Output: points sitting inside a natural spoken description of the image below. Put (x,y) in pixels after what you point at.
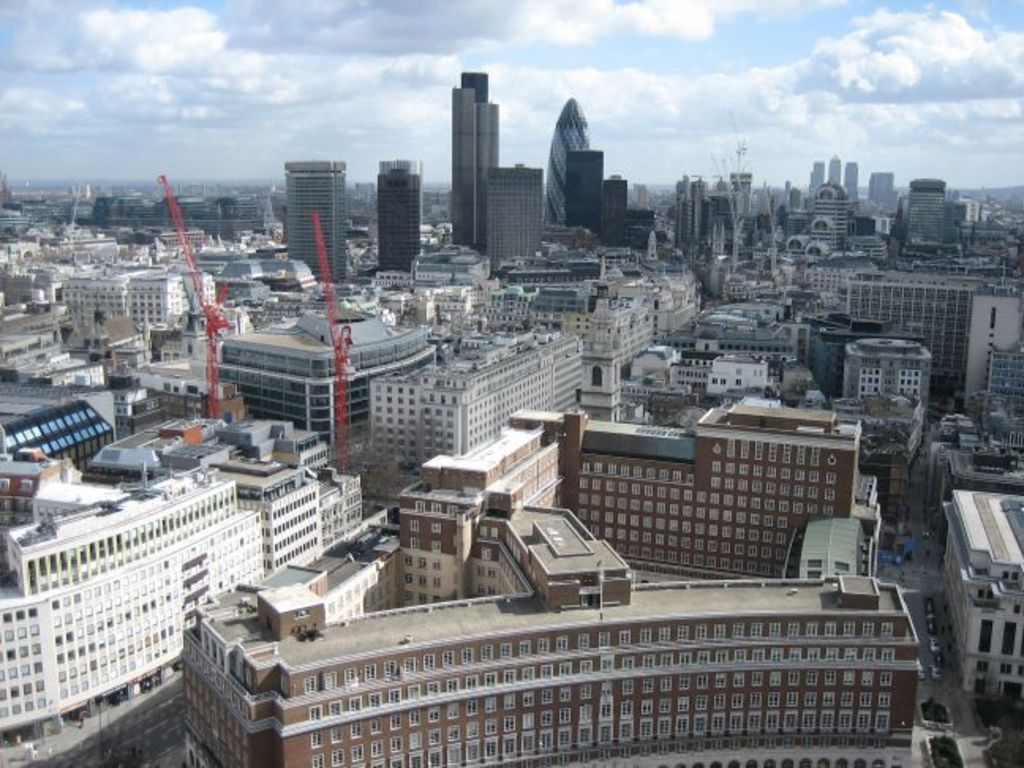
In this picture I can see buildings (519,505), and in the background (559,82) there is sky (725,84).
